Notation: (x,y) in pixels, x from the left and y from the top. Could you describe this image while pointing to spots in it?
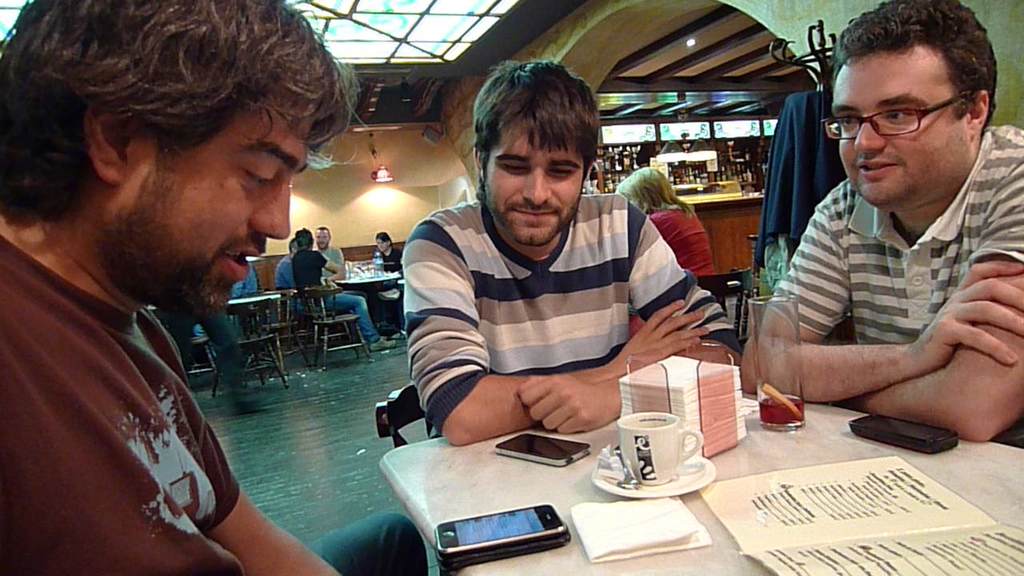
In this picture there are three men (575,259) sitting on the chair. Iphones (530,457), cup (665,478), saucer (688,467), tissue (665,527), glass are seen on the table (537,503). There are few people (321,266) sitting in the background (307,280). A light (383,170) is seen and a blue cloth (775,174) is visible to the right side (802,183).
